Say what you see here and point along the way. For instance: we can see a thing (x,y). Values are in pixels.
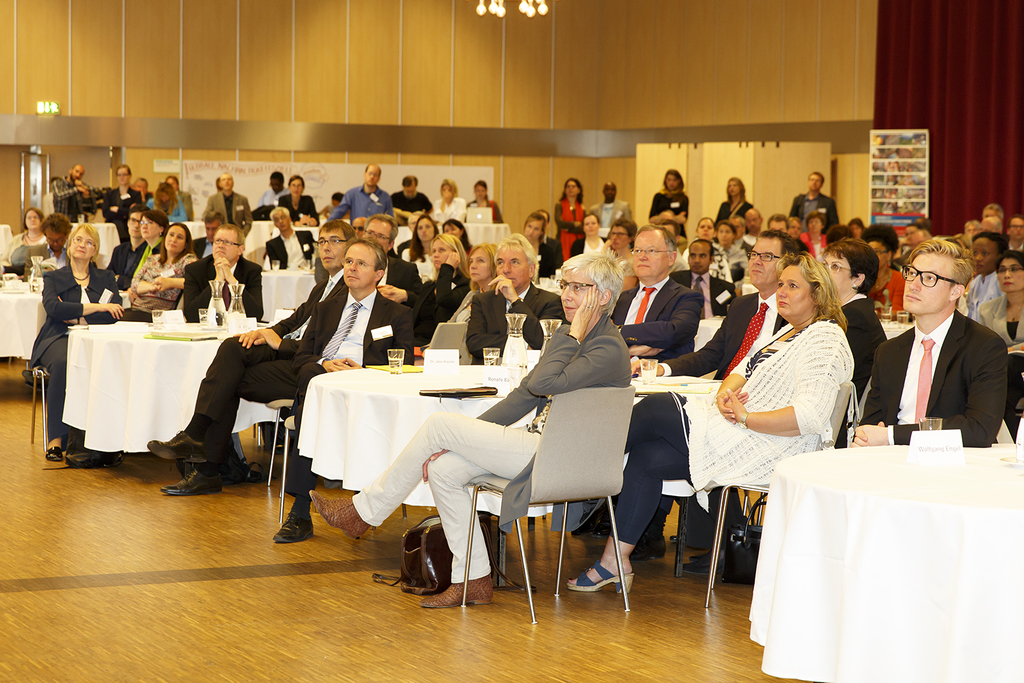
People (163,206) are sitting in groups at tables (208,327) and listening to something.
